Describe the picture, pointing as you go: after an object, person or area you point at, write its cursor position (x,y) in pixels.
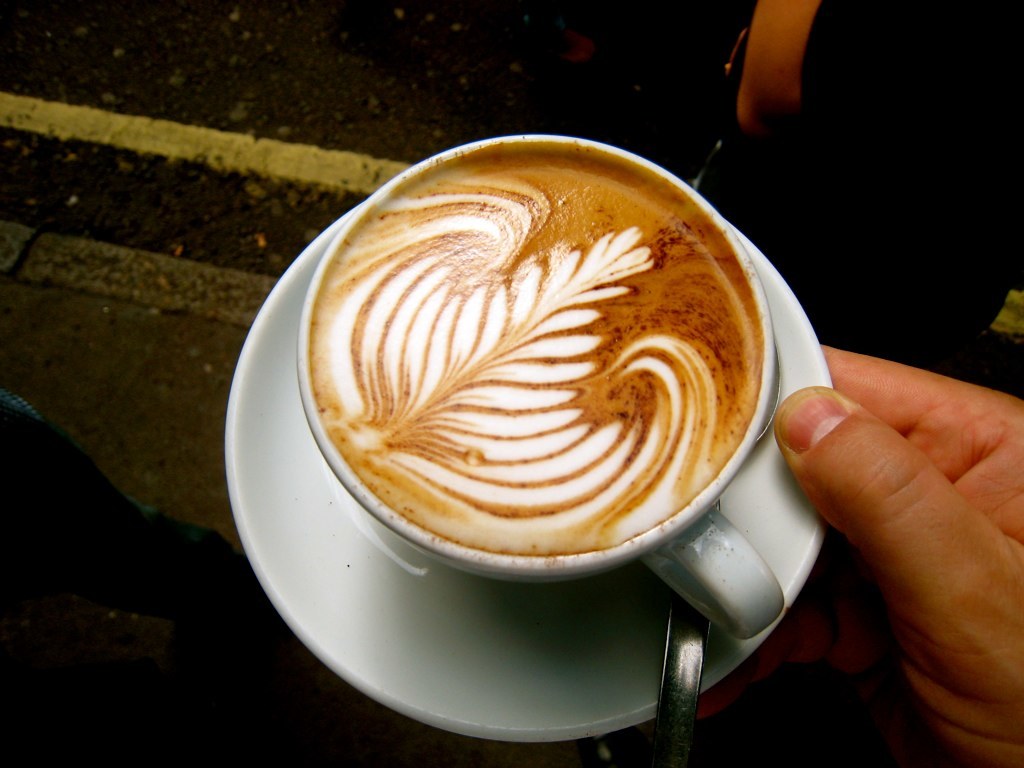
In this picture I can see there is a cup of coffee (505,506) and there is a saucer (606,671) and a spoon (678,627) and the person (872,438) is holding it.
